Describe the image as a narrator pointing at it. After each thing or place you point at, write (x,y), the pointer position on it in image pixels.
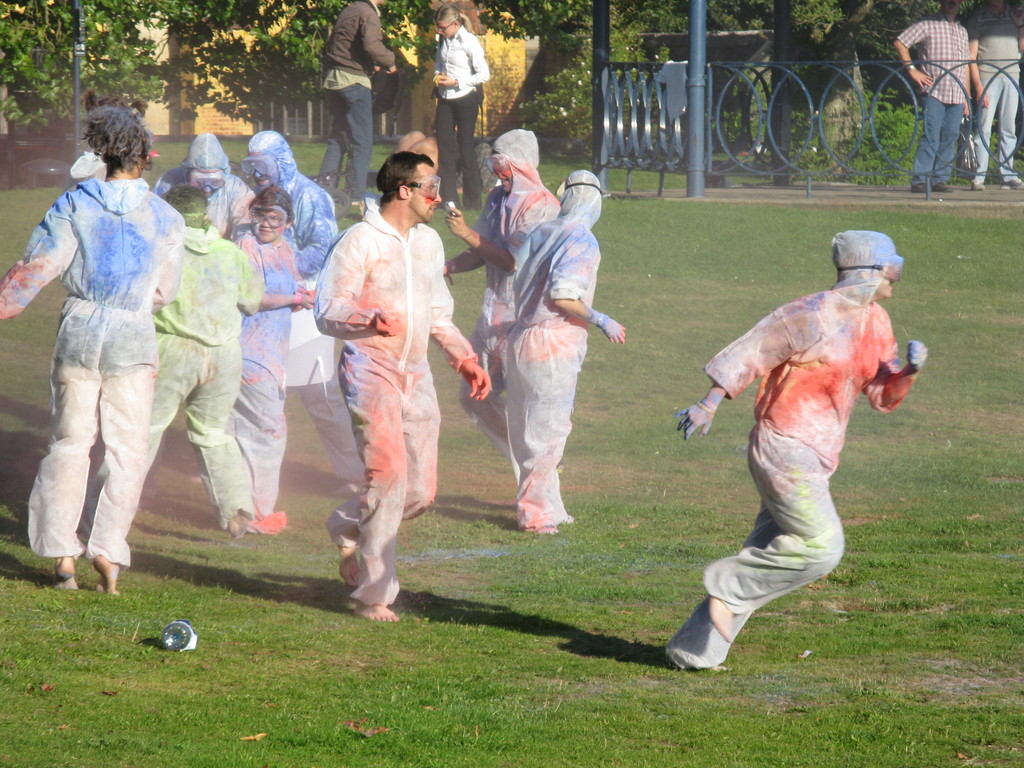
In this image people (131,340) are playing with colors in a park (866,416), in the background (606,112) there is a fencing (707,128) and few persons (946,67) are standing, behind that persons (340,36) there are trees (82,59).
